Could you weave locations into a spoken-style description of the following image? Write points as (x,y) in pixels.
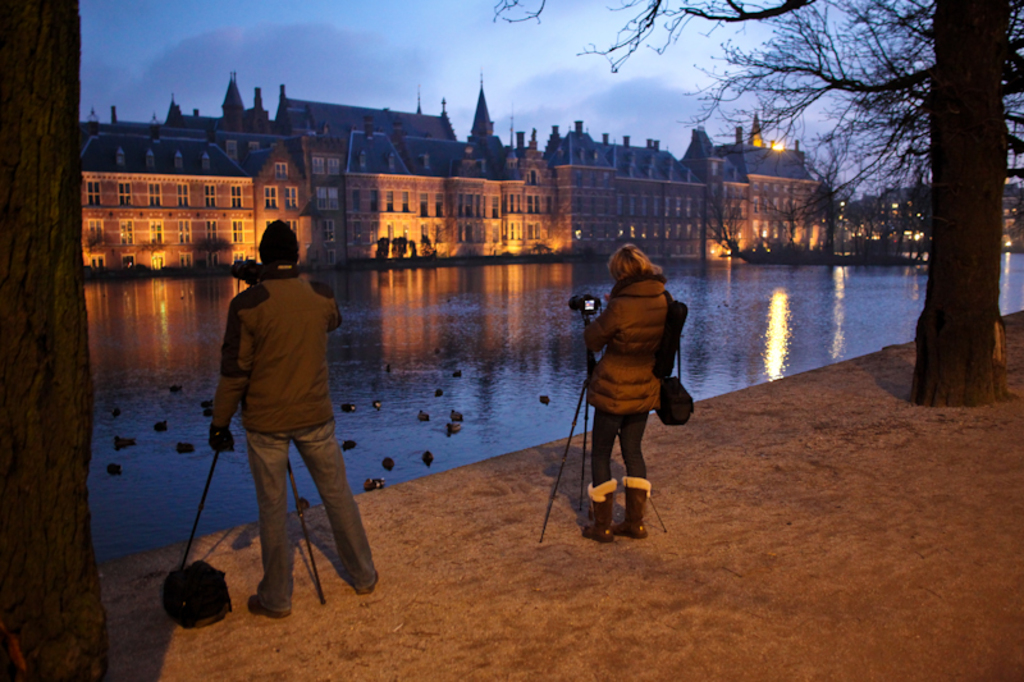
In the foreground of this image (346,499), there is a man (308,408) and a woman (613,430) standing on the path (394,531) holding tripod stand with camera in their hands (217,444). On the left side (49,320), there a trunk (52,415), on the right side of the image (968,177), there is a tree (961,140) and in the background (460,317), there are ducks (392,458) in the water (415,390), buildings (531,177), sky (589,114) and the cloud (331,86).
